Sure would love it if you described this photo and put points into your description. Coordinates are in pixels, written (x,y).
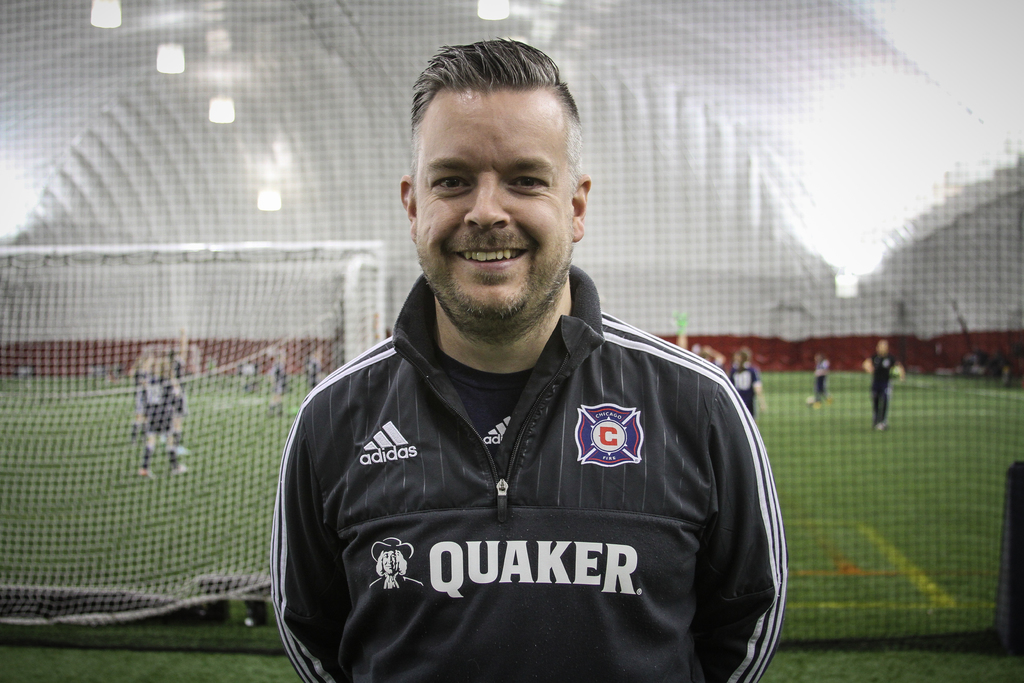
In this image we can see a man (505,370) standing and smiling. In the background (607,269) we can see sports ground (770,389), sportsnet (643,282), walls (732,245) and some persons (165,396) standing on the ground (849,382).
